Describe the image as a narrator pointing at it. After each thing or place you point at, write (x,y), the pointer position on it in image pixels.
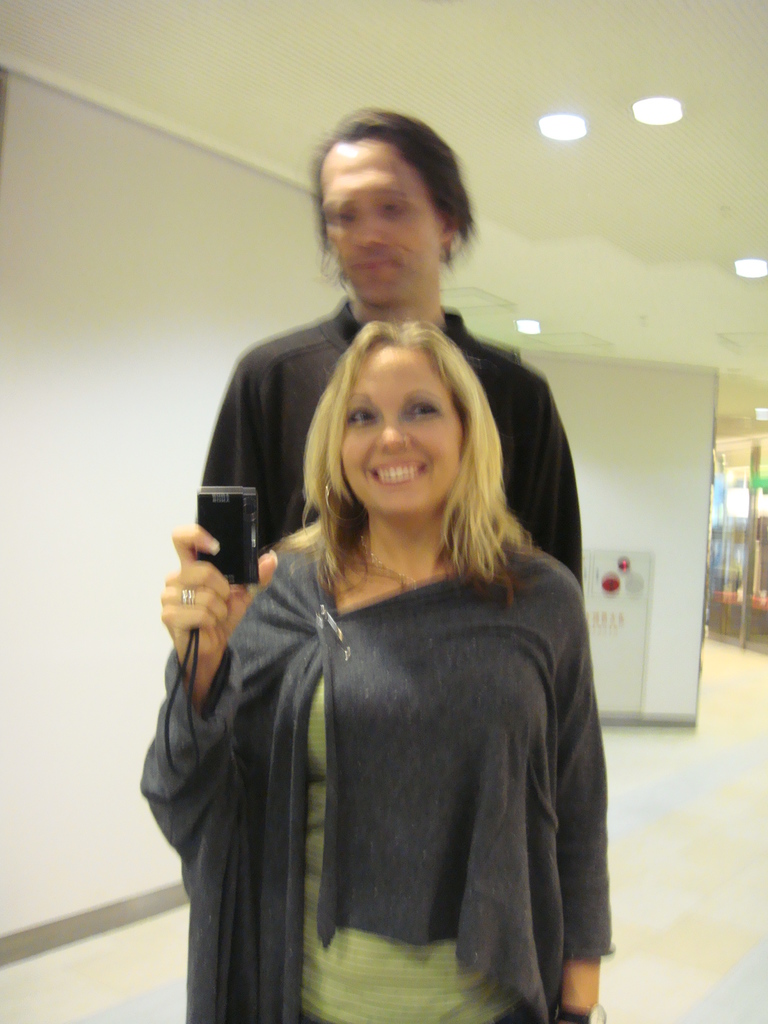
In this image in front (407,536) there is a person (358,640) wearing a smile on her face (379,480) and she is holding some object (237,532). Behind her there is another person (415,247). In the background of the image (214,249) there is a wall (243,336). On the right side of the image (745,465) there is a glass door (754,471). At the bottom of the image (710,858) there is a floor (702,875). On top of the image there are lights (744,265).
